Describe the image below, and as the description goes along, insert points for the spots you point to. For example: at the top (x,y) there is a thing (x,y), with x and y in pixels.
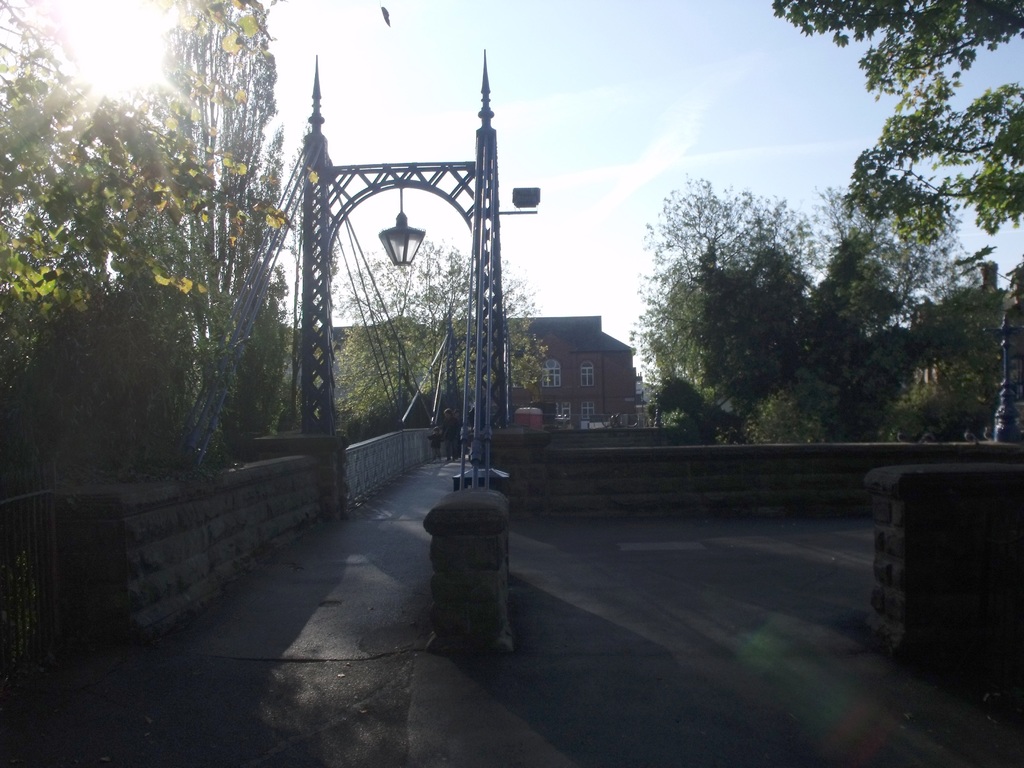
In this image we can see a road (306,559). Also there are walls (556,461). Also there is an arch (334,215). And there is a light (407,246). On the sides there are trees (851,388). In the back (582,393) there is a building (566,380) with windows (583,377). In the background (545,67) there is sky (472,80).
